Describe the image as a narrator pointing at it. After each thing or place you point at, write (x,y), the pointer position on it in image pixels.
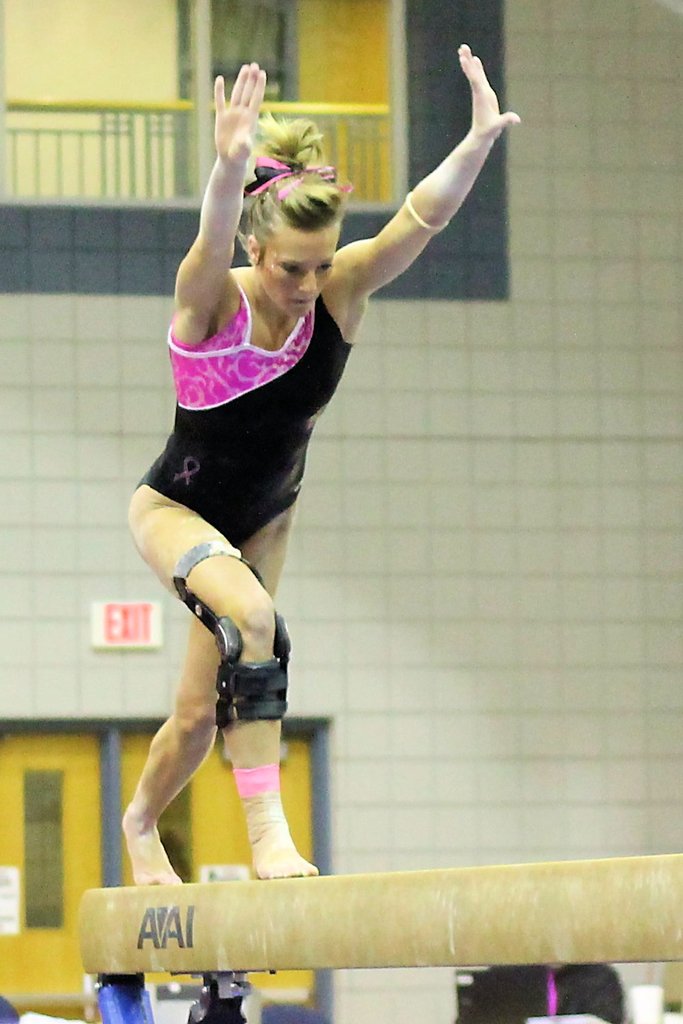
In this picture we can see a gymnast (298,856) raising her hands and standing on a pole (114,907). In the background (10,784), we can see a wall (406,560) with exit door (131,756) & at the top (183,194) we can see an iron railing (35,107).
